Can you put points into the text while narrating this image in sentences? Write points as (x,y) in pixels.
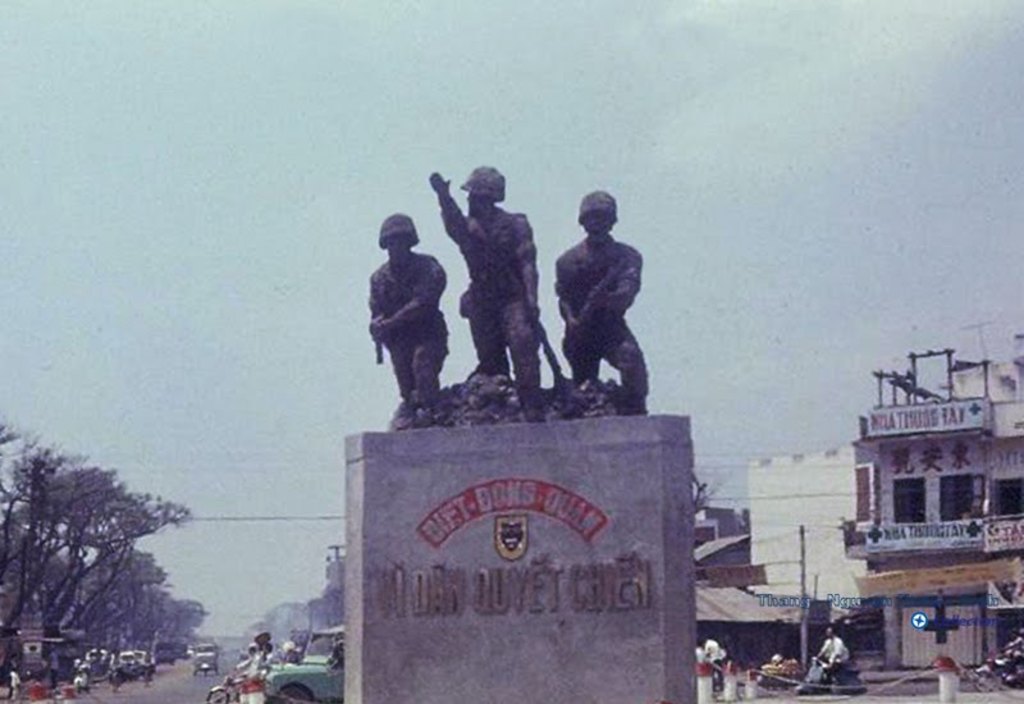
In the center of the image (521,342) there are statues (473,376) and there is text (491,584) on the wall (501,606). In the background of the image (317,642) there are vehicles (87,652) on the road (218,669). There are trees (123,584) to the left side of the image (97,565). To the right side of the image (835,546) there are houses (845,613). At the top of the image (453,109) there is sky (378,171).
